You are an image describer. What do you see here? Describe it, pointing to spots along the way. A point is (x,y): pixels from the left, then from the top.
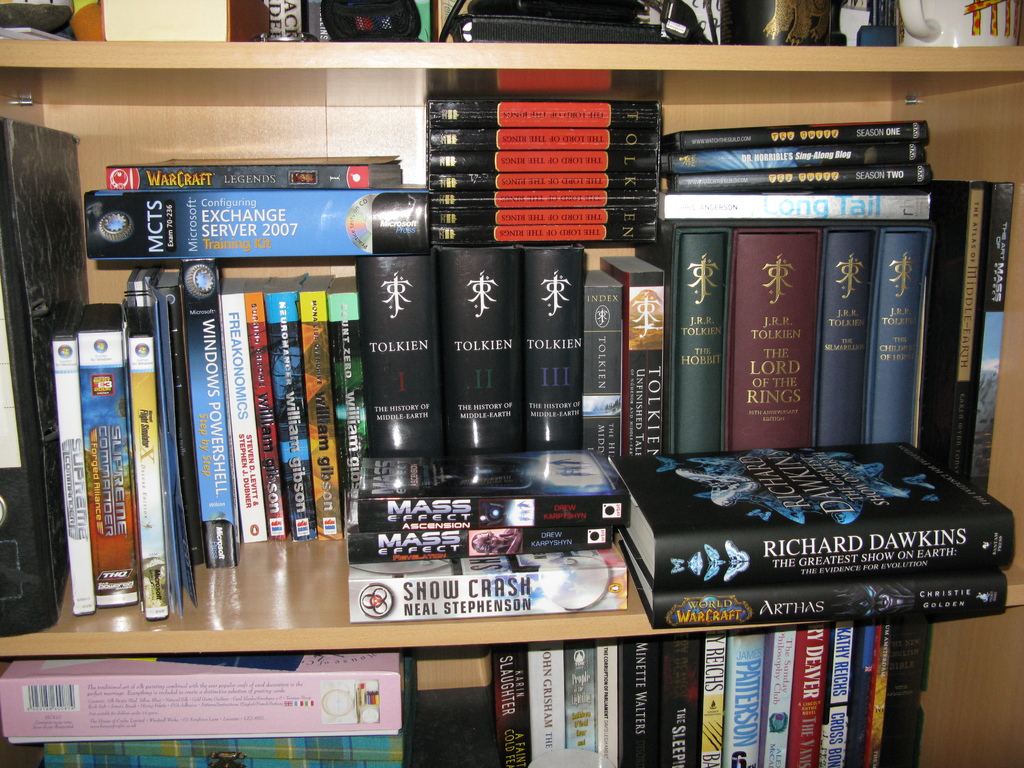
In this image I can see few books (417,348), cardboard box (363,692) and few objects (648,27) on the wooden shelves (987,149).
